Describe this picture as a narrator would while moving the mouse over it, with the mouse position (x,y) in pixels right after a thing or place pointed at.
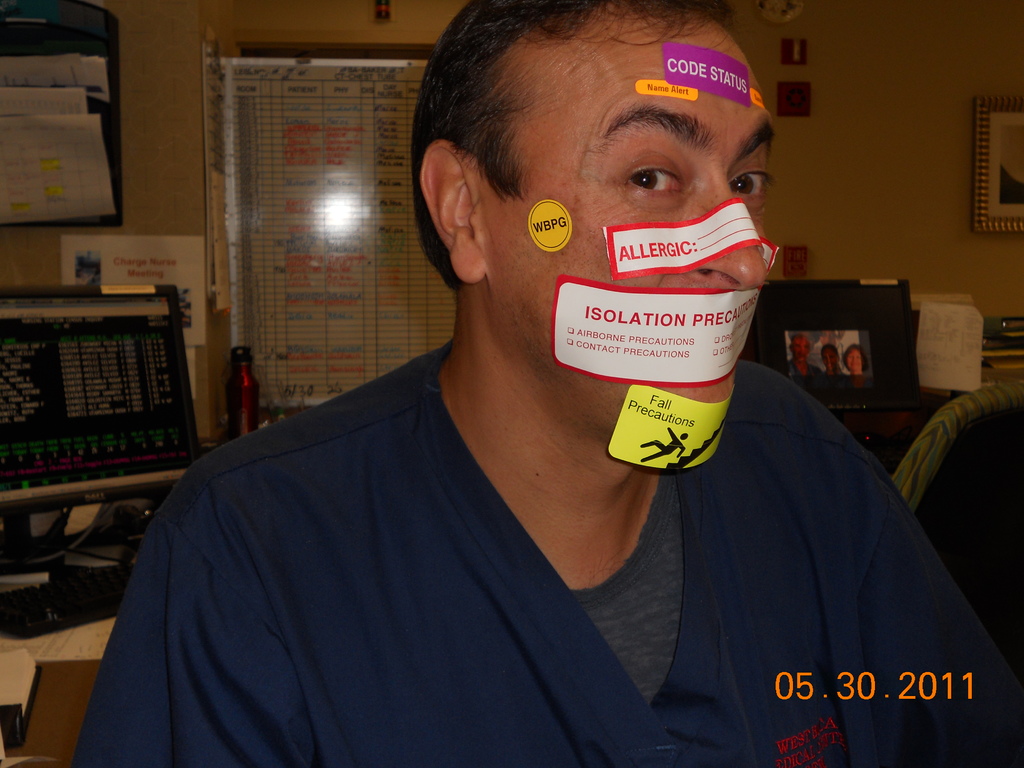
In the foreground (624,323) I can see a man (553,528) and stickers (693,259) on his face (652,215). In the background (848,397) I can see a chair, tables (868,423) on which I can see systems (892,355) and books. At the top (852,133) I can see a wall (871,183), photo frame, board (285,139) and some objects (52,18). This image is taken may be in a room (326,377).
